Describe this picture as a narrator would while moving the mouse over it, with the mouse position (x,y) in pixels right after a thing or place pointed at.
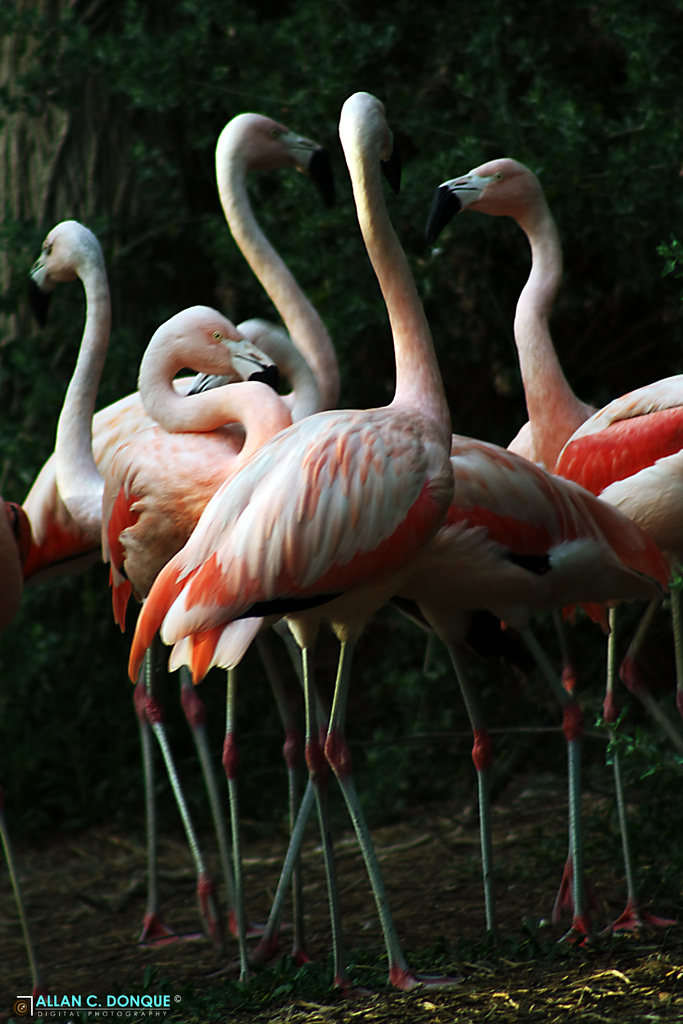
In this picture we can see a group of birds (325,760) on the ground (322,993) and in the background (608,245) we can see trees (161,788). At the bottom left corner of this picture (137,1012) we can see some text (101,1009).
